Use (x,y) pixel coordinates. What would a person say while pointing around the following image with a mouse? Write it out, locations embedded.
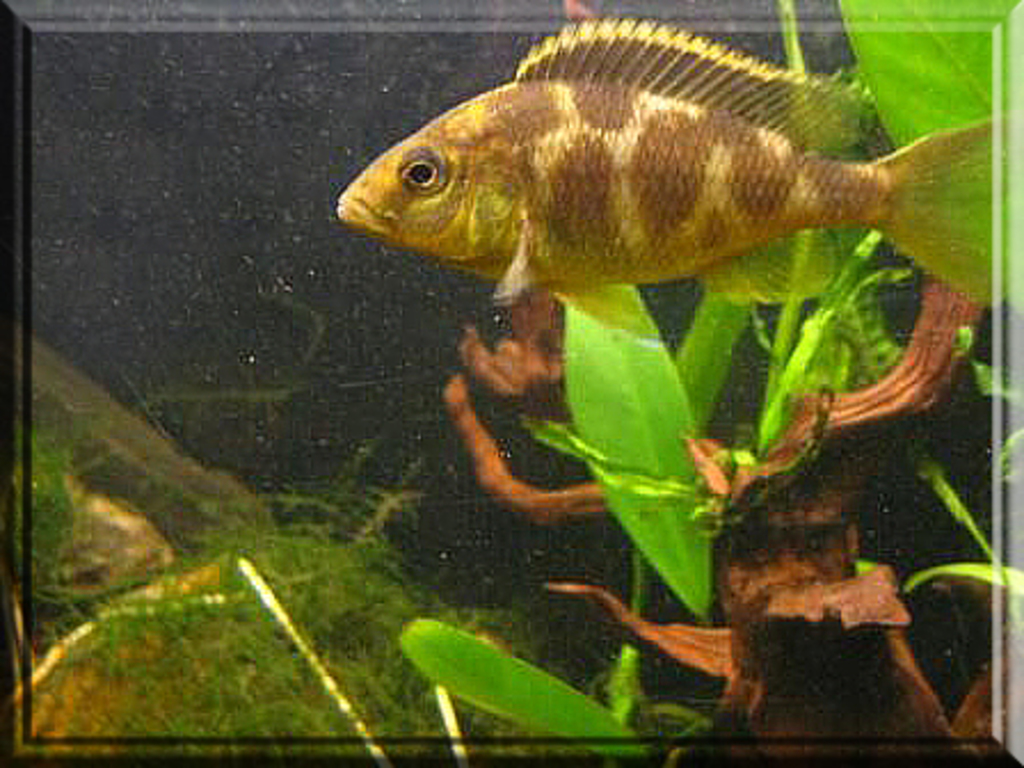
In this image I can see there is a fish (744,229) in brown color at the top (726,189). At the bottom (617,720) there are plants (371,578) in the water (436,549).
